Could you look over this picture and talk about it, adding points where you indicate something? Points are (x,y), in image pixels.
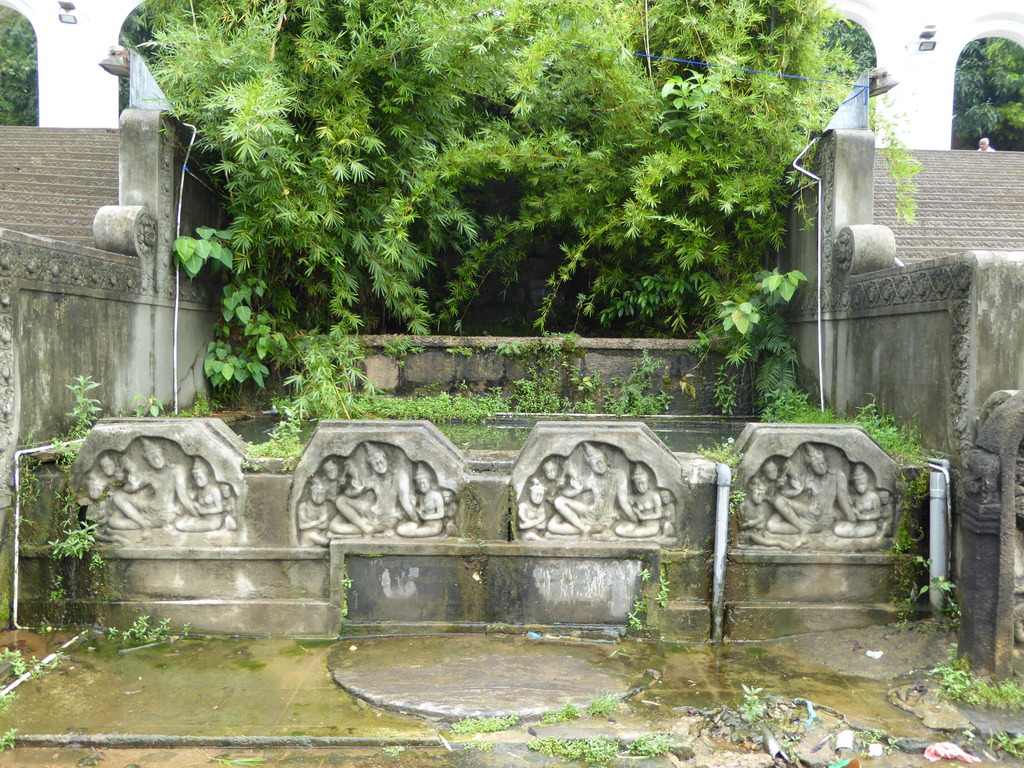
Here we can see statues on wall (504,488), trees (315,172), plants (67,454) and steps (931,219). background (898,55) we can see person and pillars (54,44).
